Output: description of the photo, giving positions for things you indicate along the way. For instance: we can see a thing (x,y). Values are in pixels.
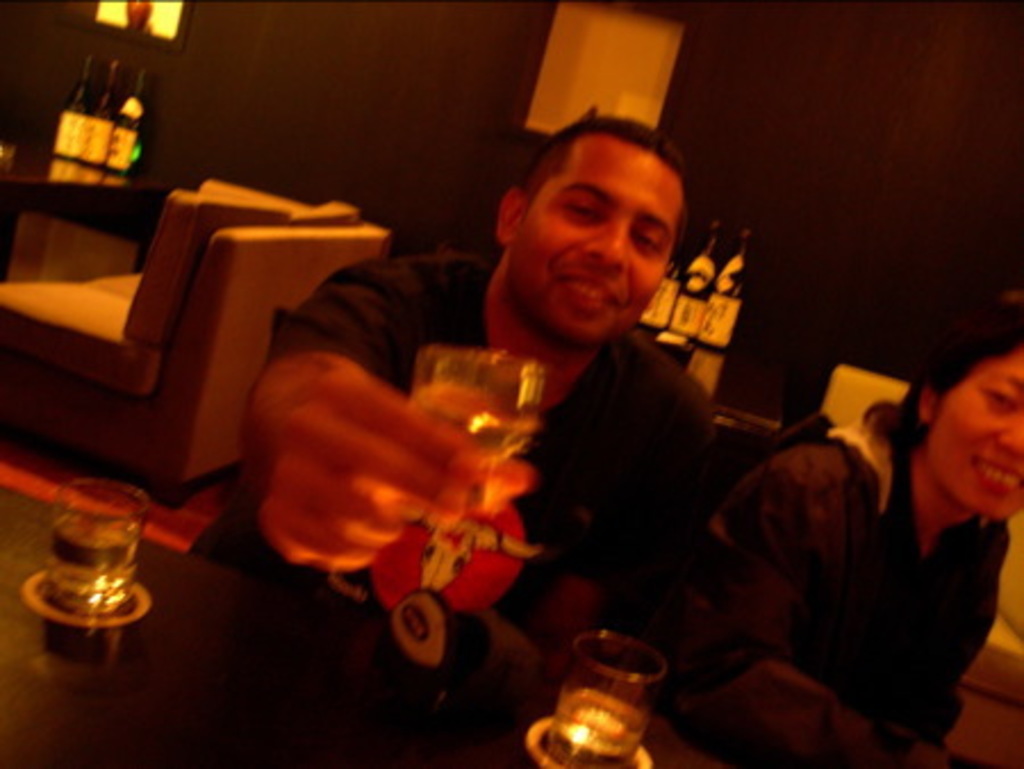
This man (570,446) is sitting and holding the glass (502,441). Here is the woman (895,520) sitting and smiling. This is a table (244,700) with glass (130,549) of water (568,713) placed on it. At background (73,143) I can see three wine bottles (88,143) on the table (61,196). This looks like a couch (227,256). Here I can find another three bottles (708,342) on the table (704,369).
